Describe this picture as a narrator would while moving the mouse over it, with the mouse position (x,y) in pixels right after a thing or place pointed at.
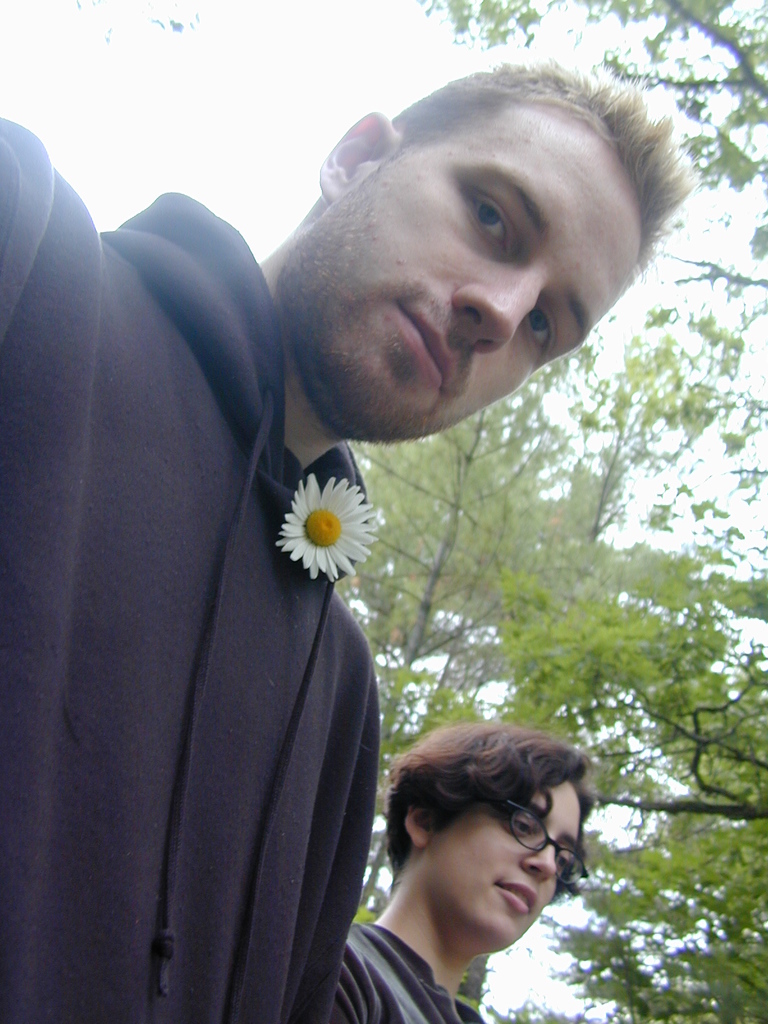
In this image we can see two persons (334,681). We can also see a flower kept on the jacket (229,472) of the first person (307,394). On the backside (480,545) we can see some branches (632,548) of the trees (519,550) and the sky (699,448).
